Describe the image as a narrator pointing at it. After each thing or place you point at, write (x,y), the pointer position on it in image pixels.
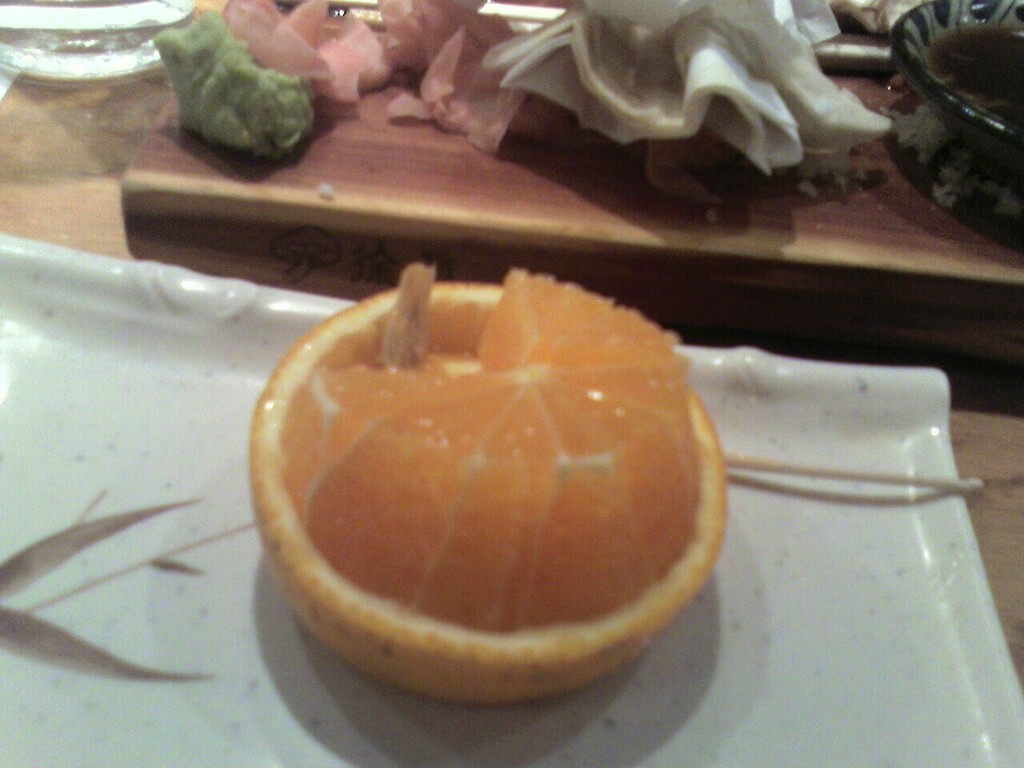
In this image, we can see a table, on that table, we can see a plate (837,544). On the plate (883,655), we can see an orange (605,563). On the right side of the table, we can also see another plate (790,199). On that plate (790,199), we can see some vegetables (335,87), tissues (843,101) and a bowl (965,113) with some food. On the left side of the table (0,142), we can see a glass bowl (62,24).
